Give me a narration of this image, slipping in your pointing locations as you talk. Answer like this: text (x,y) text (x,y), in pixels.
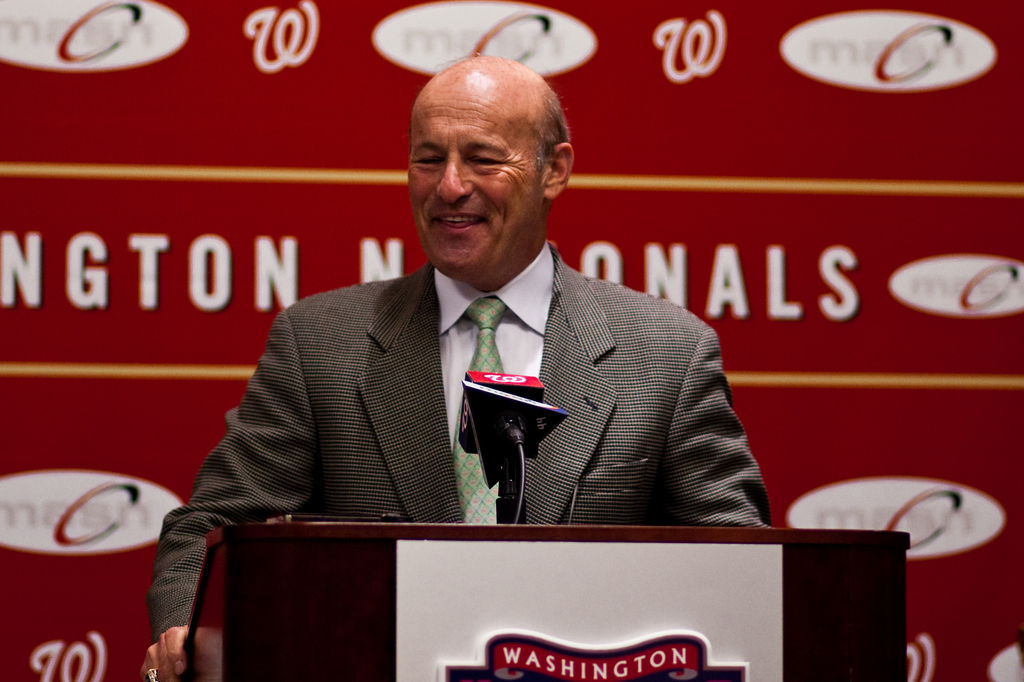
In this image we can see a man (481,360) standing beside a speaker stand (541,546) containing some text (685,656) and a mic (476,423) on it. On the backside (741,287) we can see some text (667,282).
